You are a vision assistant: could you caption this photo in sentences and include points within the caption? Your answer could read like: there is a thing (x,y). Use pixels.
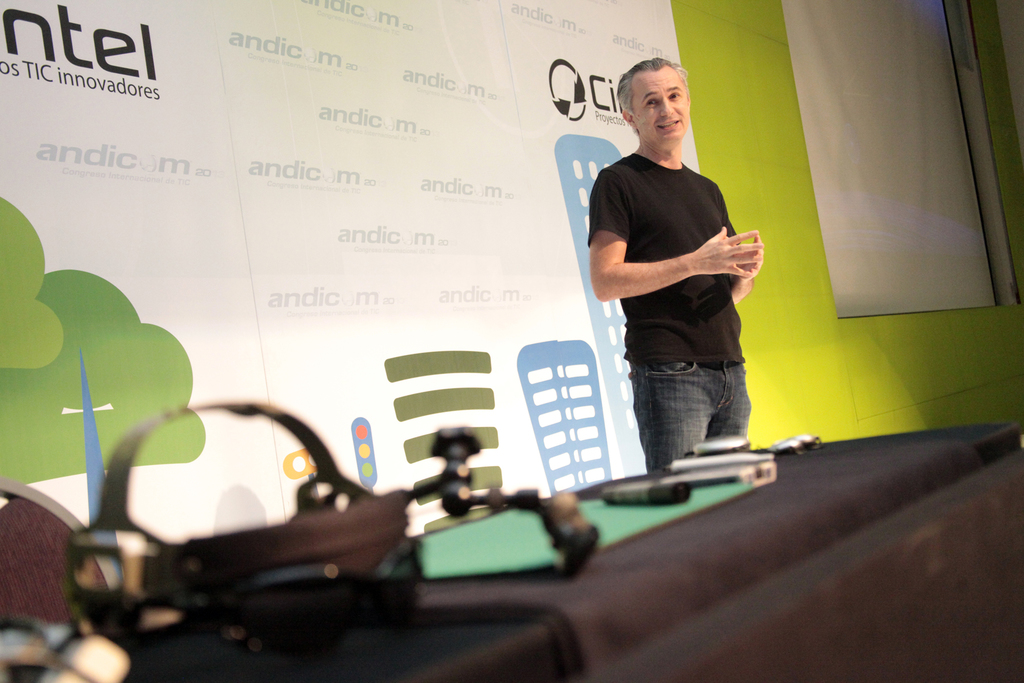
In the image there is a man (676,223) with black t-shirt (680,251) and jeans (719,409) standing beside a table (782,478) with files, marker (681,496) and some things (259,573) on it, behind him there is a banner (494,248) on the wall (883,367), this seems to be a conference hall (774,428).
